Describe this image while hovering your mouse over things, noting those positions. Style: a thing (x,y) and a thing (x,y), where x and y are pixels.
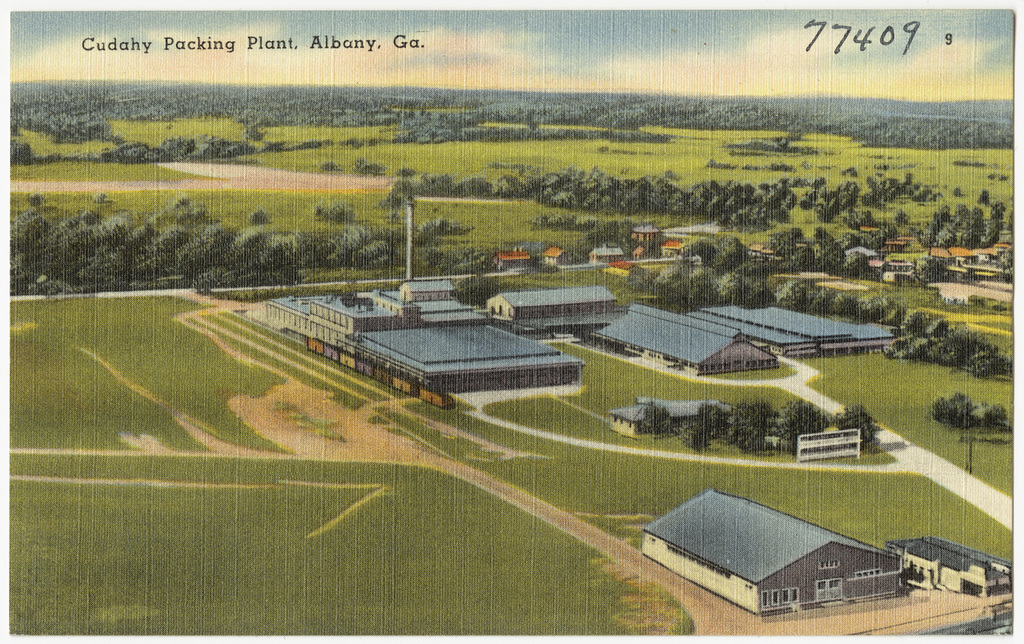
This image looks like it is edited. In the front (760,561), there are houses (797,579) and sheds (612,338). At the bottom (270,517), there is green grass (478,564). In the background (68,239), there are plants (709,185) and trees (789,191). At the top (541,50), there is a sky (573,51).
